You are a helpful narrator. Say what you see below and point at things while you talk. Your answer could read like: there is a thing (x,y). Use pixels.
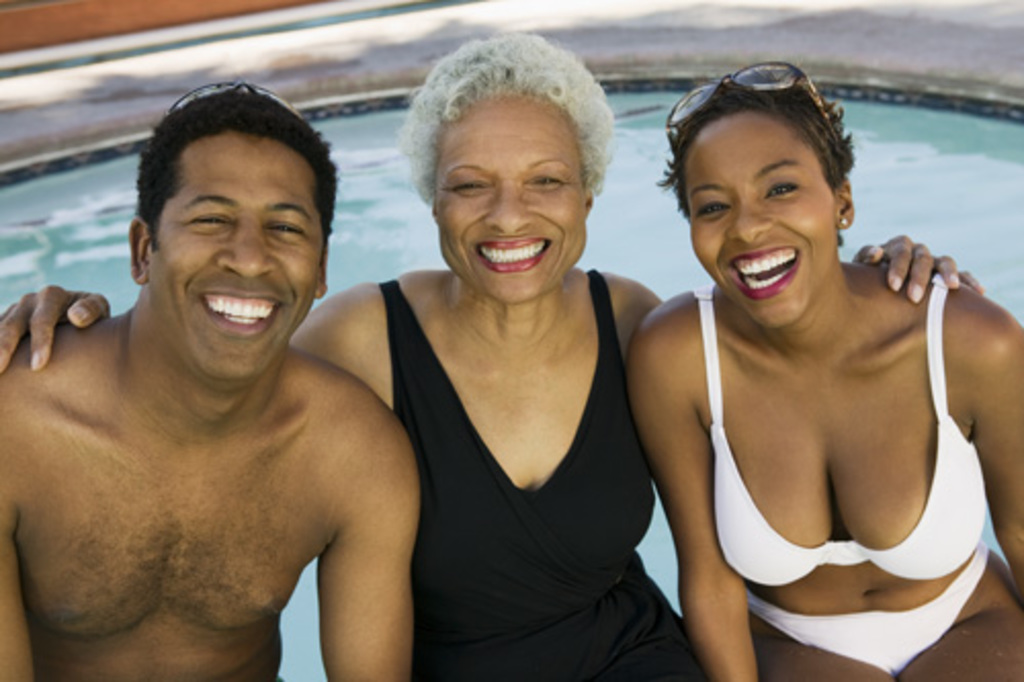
In this image we can see three persons (501,265) and behind the persons (812,161) we can see the water (862,192).
